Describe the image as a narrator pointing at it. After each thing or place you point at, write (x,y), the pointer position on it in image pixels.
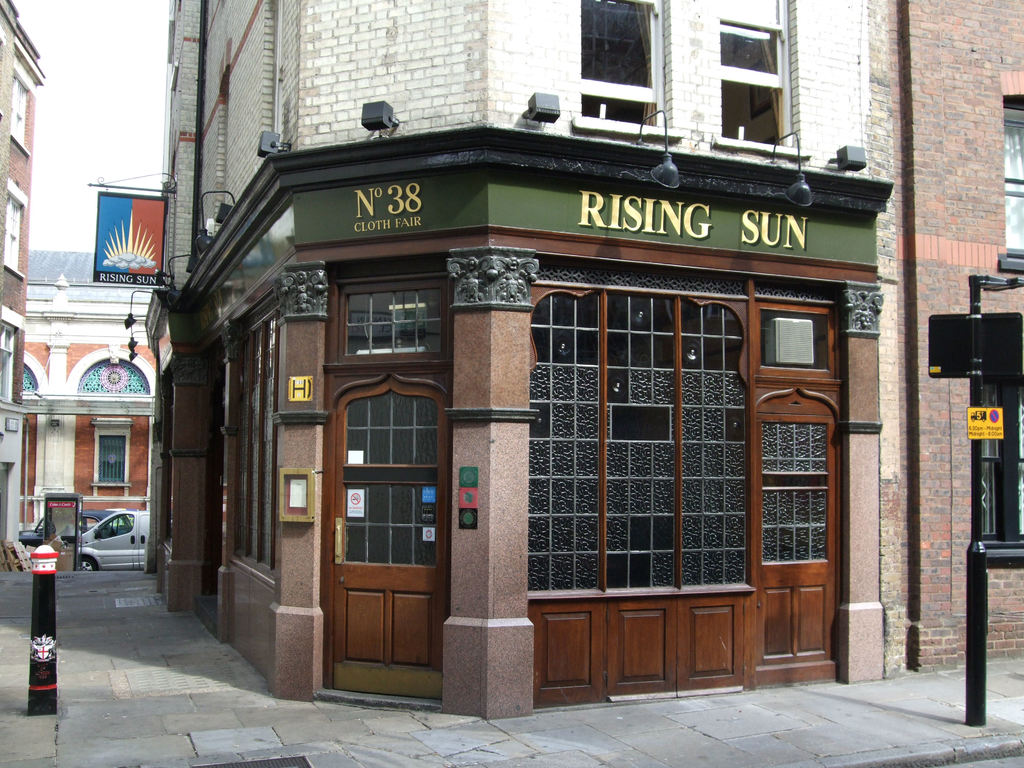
In this image there are buildings (529,321), in front of the buildings (638,313) there are lamp posts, sign boards (393,233) and there are cars (117,515) parked on the road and there is a telephone booth (64,541), at the top of the building (522,181) there are lamps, glass windows (577,336) and wooden doors (399,598).
